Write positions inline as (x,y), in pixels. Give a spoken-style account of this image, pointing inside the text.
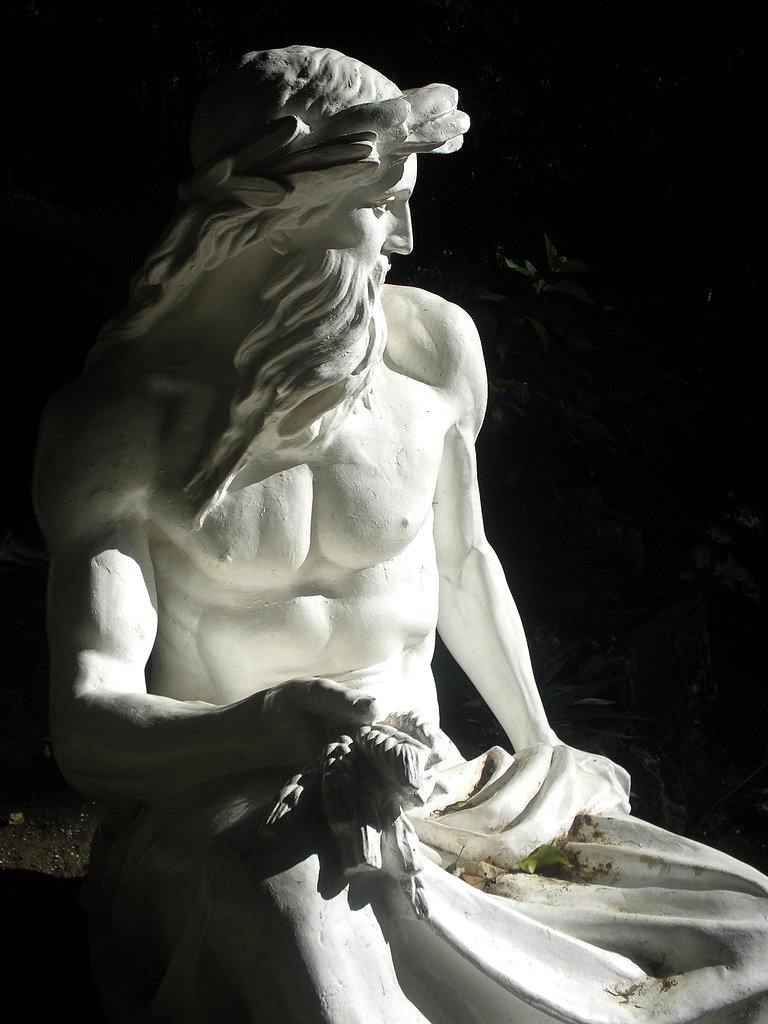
Background (648,181) portion of the picture is completely dark. In this picture we can see the statue of a man (376,995).
